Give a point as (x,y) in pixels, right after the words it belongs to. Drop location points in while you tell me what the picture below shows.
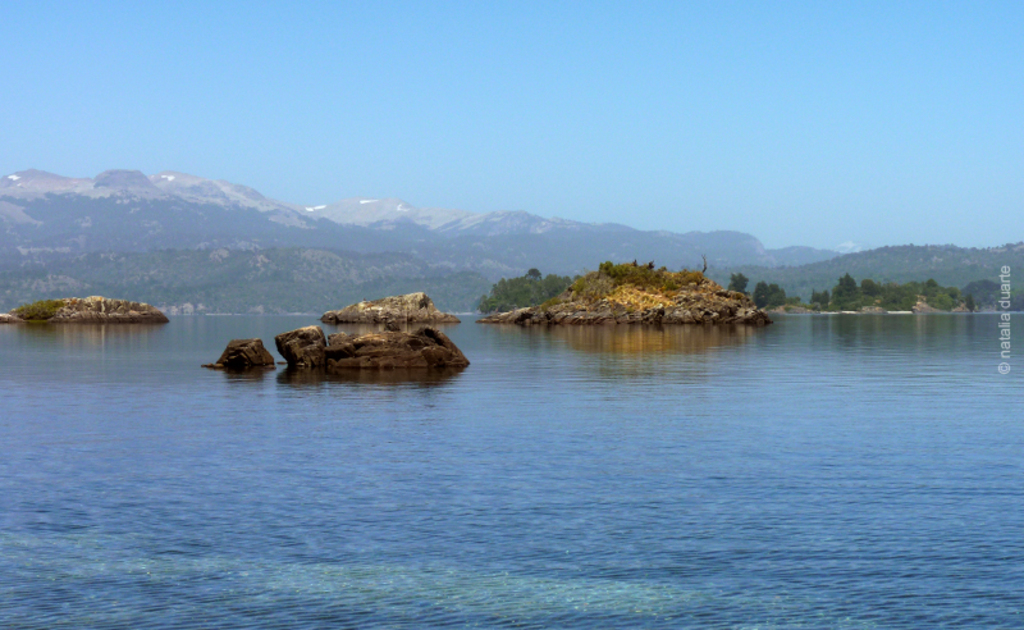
In this image I can see the rocks (311,348) in the water (459,397). I can see the water (514,515) in blue color. In the background (880,298) I can see many trees (503,295), mountains (409,238) and the blue sky (581,125).
